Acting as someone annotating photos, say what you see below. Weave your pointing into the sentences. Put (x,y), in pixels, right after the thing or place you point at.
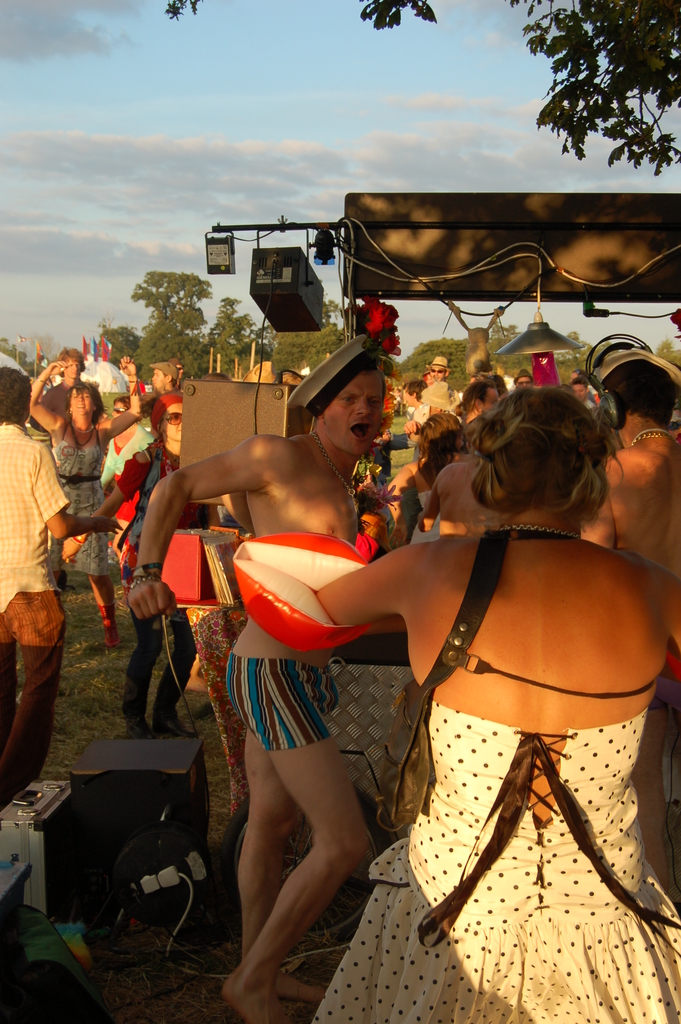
In this image there is a man (288,680) in the middle (271,682) who is standing on the floor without the shirt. Beside him there are few other people (558,510) who are dancing by standing on the floor (333,964). On the left side (122,846) bottom there are speakers (147,796) and wires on the ground (83,911). In the background (183,283) there are trees (196,315). At the top (253,76) there is the sky (259,72). In the middle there is a board (466,248) to which there is a hanging light (545,342).
